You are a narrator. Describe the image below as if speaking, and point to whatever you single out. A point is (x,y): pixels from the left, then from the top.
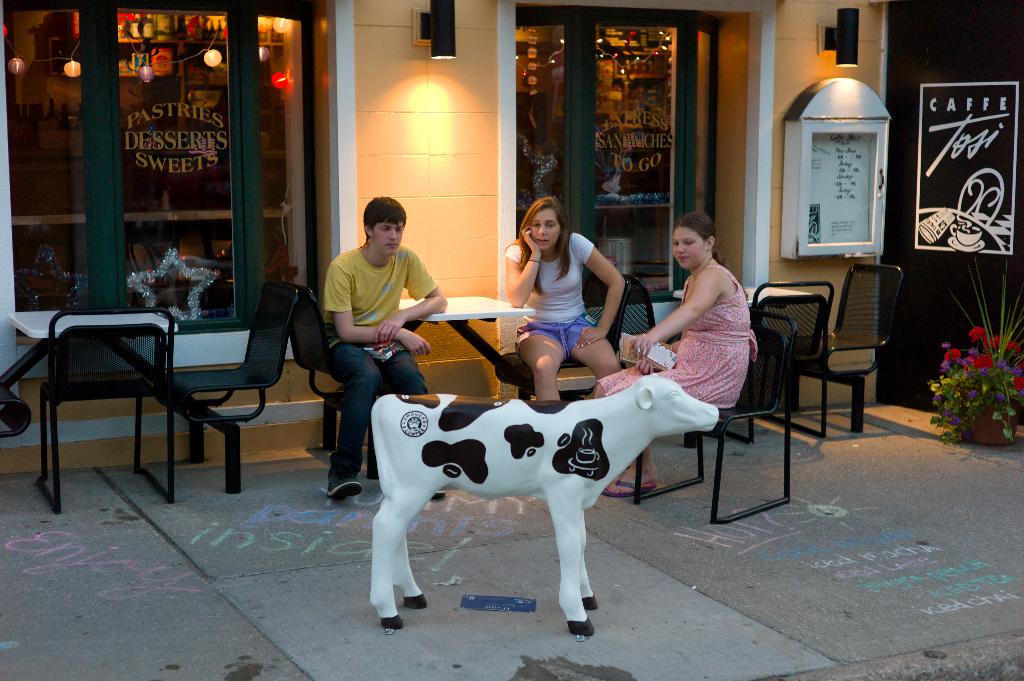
in this picture there are three persons (394,272), one man (377,267) and two women (513,264) sitting on a chair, we can also see the calf (491,457) statue (542,458) in front of them.
